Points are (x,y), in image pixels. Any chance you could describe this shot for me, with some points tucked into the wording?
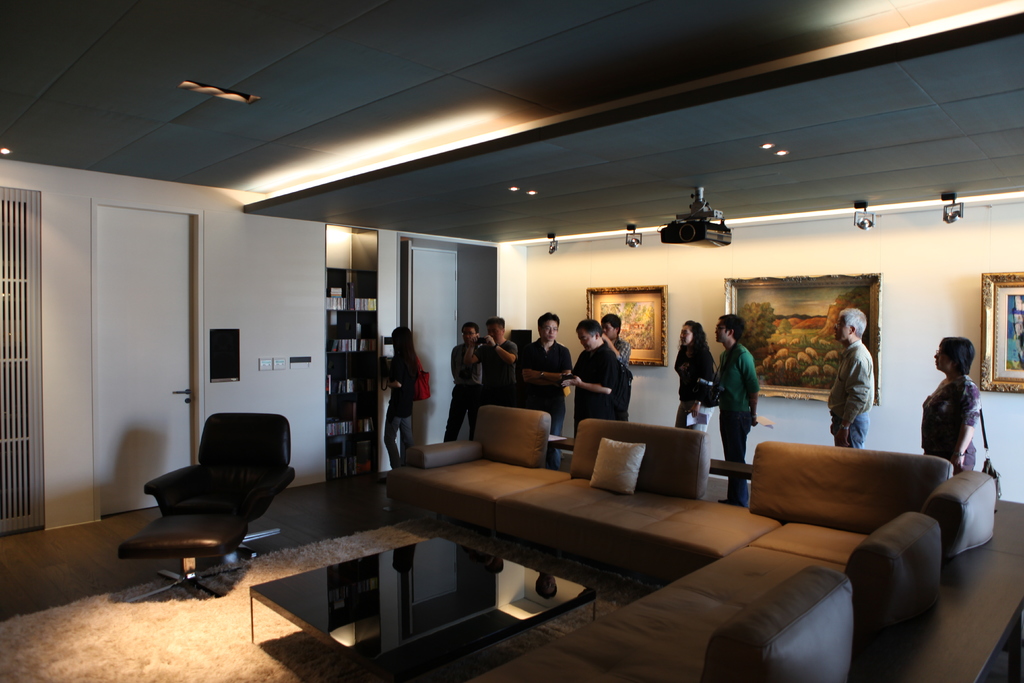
The image is taken in the room (546,395). In the center of the room (721,578) there are sofas (668,623), table (465,595) and a chair (254,508). On the right (837,395) there are people (585,355) standing. We can see photo frames (650,330) which are placed on the wall (893,321). On the left (92,366) there is a door (169,401), wall (316,343) and shelves (348,369). At the top (446,125) there are lights (482,119).
